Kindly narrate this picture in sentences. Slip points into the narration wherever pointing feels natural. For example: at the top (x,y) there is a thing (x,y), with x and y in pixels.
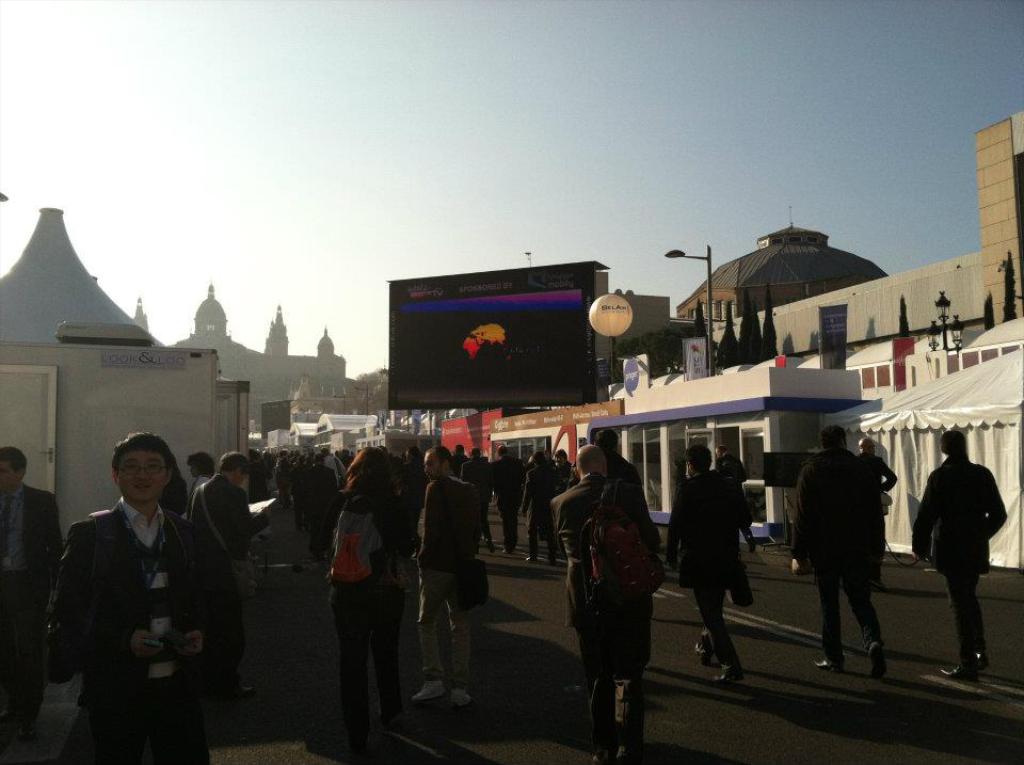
Here in this picture we can see number of people (381,573) standing and walking on the road (498,558) and beside them on either side we can see stores (774,436) and tents (888,427) present and we can also see buildings (292,360) present and in the middle (417,374) we can see a display screen (480,352) present and we can also see light posts (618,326) present and we can see the sky (879,148) is clear.
